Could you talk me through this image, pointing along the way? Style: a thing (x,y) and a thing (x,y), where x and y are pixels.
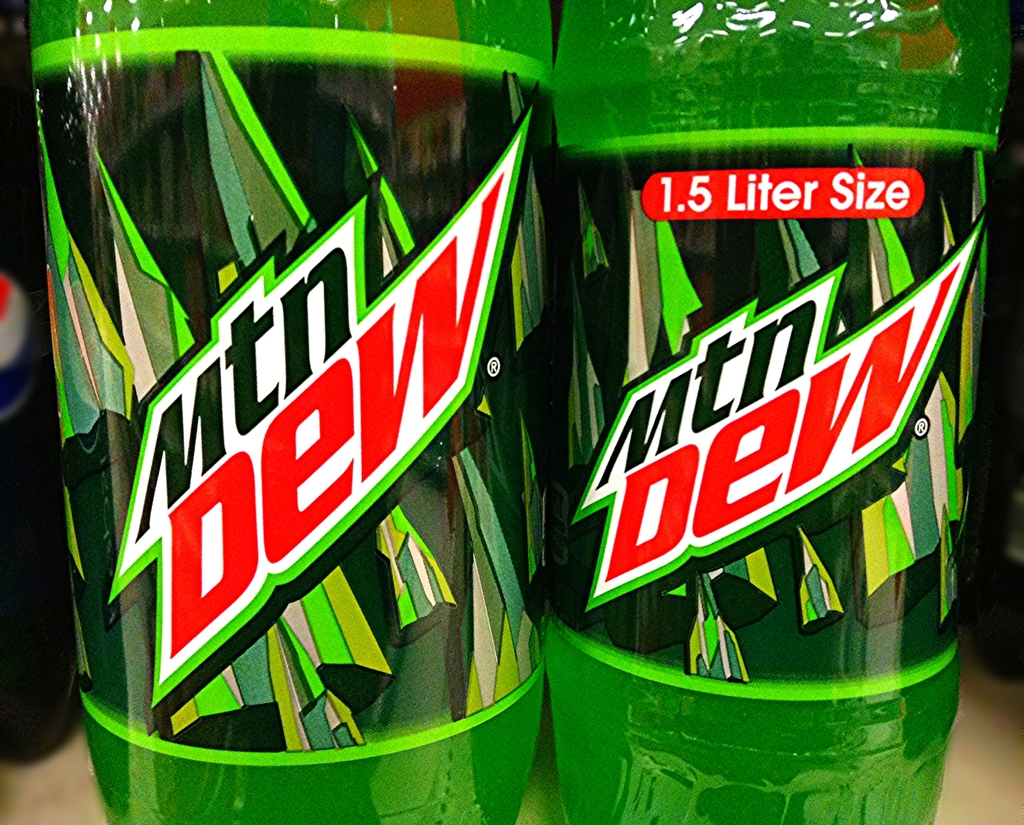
In this picture we can see two green color bottles (665,638).
